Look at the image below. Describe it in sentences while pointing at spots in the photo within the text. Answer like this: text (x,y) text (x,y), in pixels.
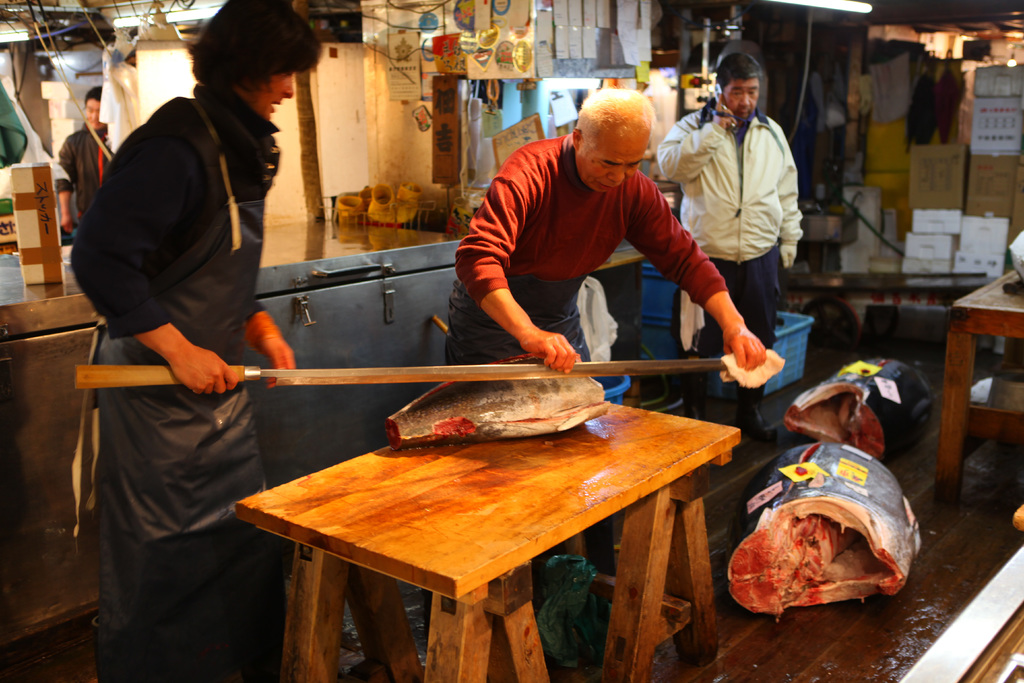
This picture is of inside there are two persons (229,190) standing and trying to cut the flesh (516,402) placed on the top of the table (573,479). There is a Man (749,101) standing and talking on mobile phone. In the background (555,3) we can see the papers (638,52) hanging and some boxes (978,201). There is a table (963,316) and a person (83,173) seems to be standing.
